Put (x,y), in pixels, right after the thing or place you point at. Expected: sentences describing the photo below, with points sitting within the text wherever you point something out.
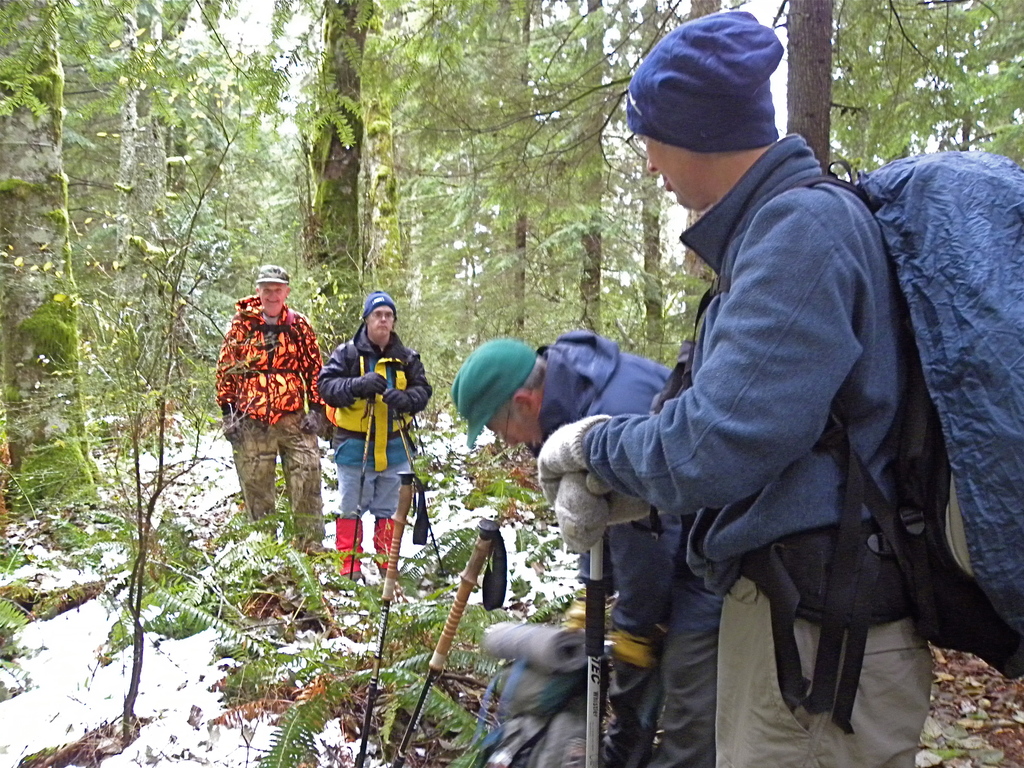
In this image in the foreground (677,411) there are some people (417,371) who are standing and some of them are holding some sticks (497,568), and they are wearing bags (836,422). In the background (439,140) there are trees (242,149), at the bottom (247,669) there is snow (530,559) and some plants (534,569).
